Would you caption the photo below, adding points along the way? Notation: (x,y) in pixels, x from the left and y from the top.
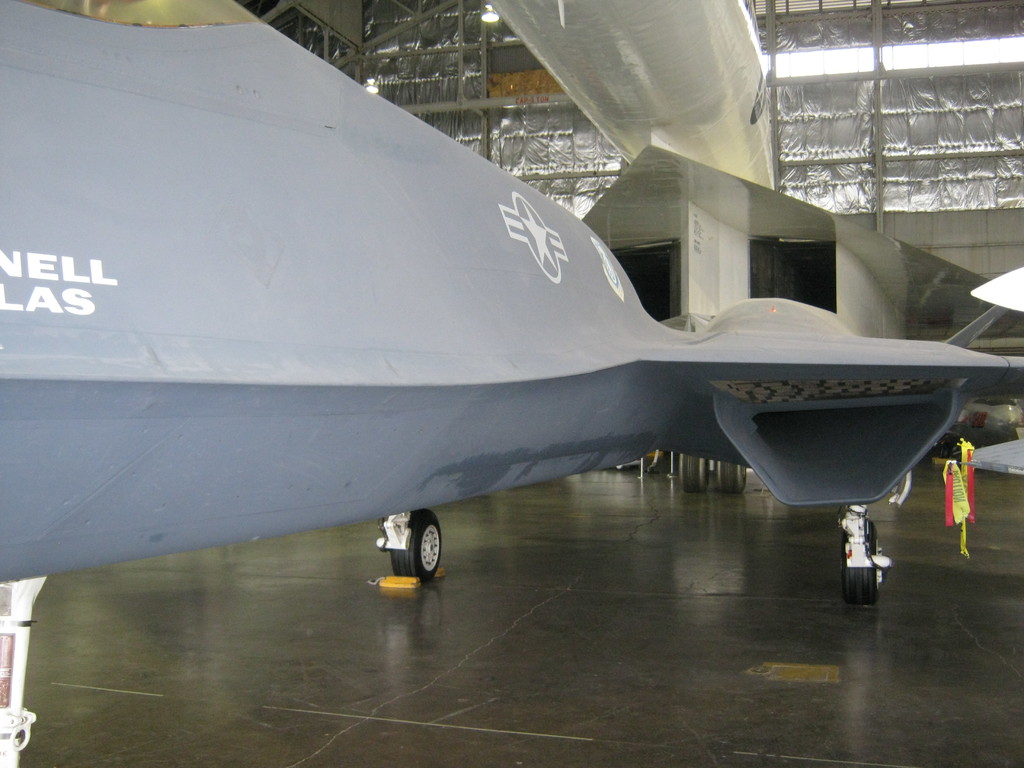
This is airplane (696,289).
